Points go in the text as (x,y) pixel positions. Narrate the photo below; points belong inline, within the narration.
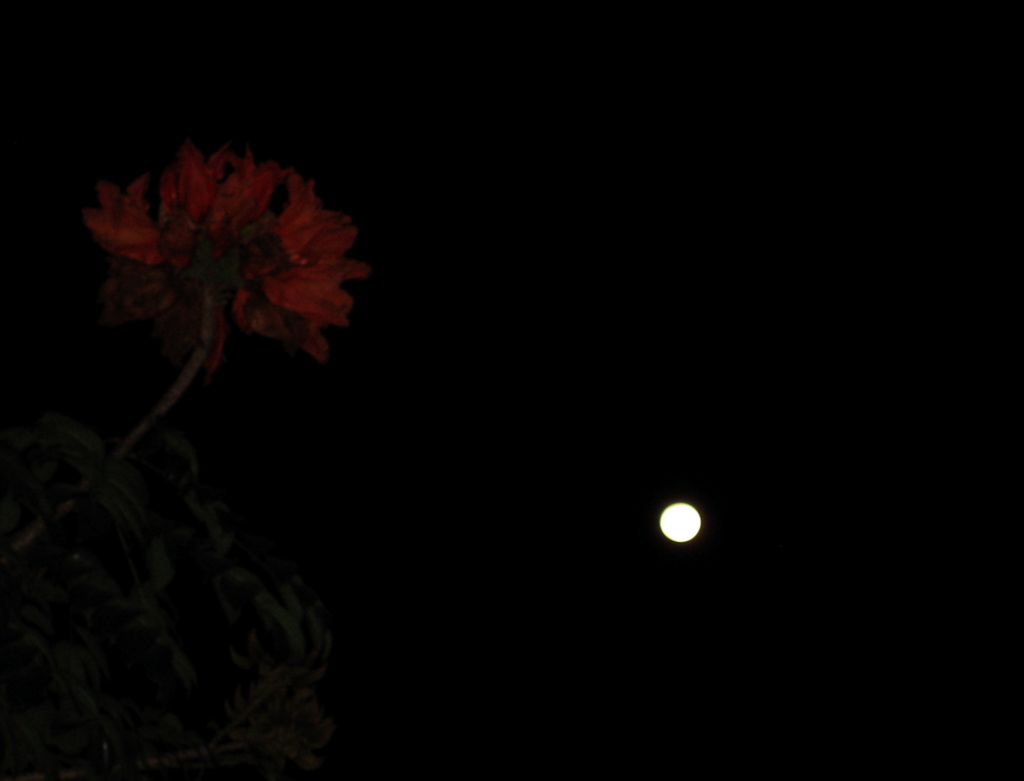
In this picture there is a moon (676,503) at the bottom side of the image (676,526) and there is a flower (106,310) on the left side of the image (200,313), it seems to be the picture is captured during night time.
